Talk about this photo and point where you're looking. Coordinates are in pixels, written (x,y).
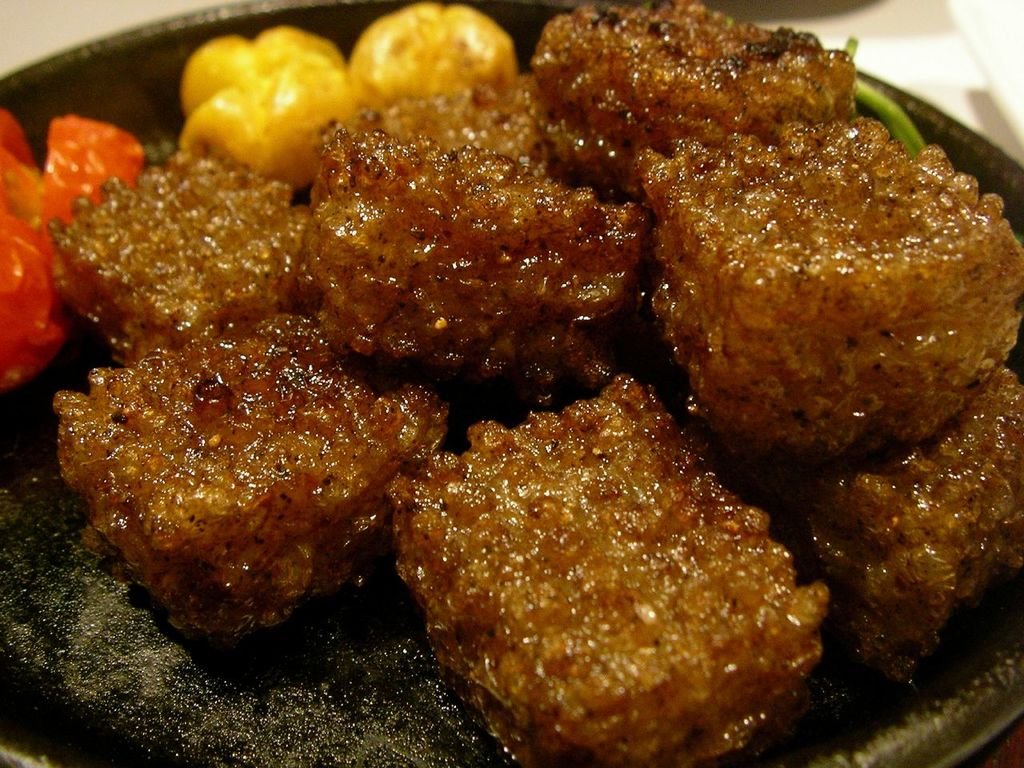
In the image in the center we can see one plate (976,649). In plate (33,711), we can see some food item (568,485).
